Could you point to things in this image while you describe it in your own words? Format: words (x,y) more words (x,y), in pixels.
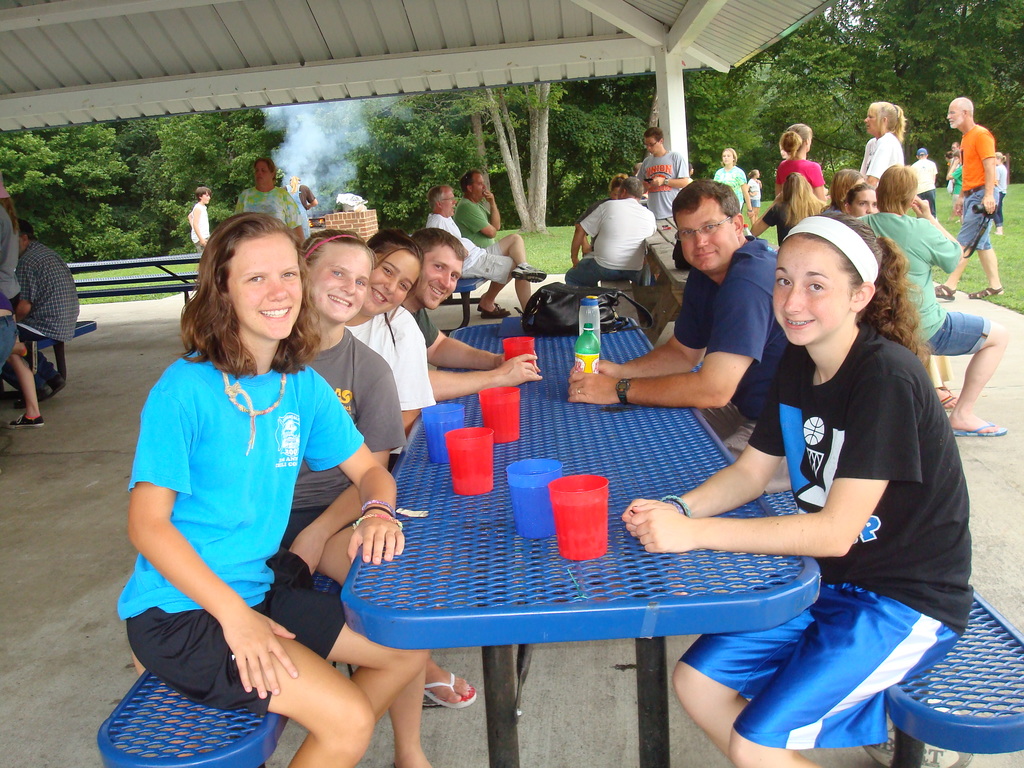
Here we can see a group of people (866,490) sitting on benches (213,709) with table (382,590) in front of them having glasses (510,431) on it and behind them also we can see group of people (885,112) standing and there are trees (490,135) present.
